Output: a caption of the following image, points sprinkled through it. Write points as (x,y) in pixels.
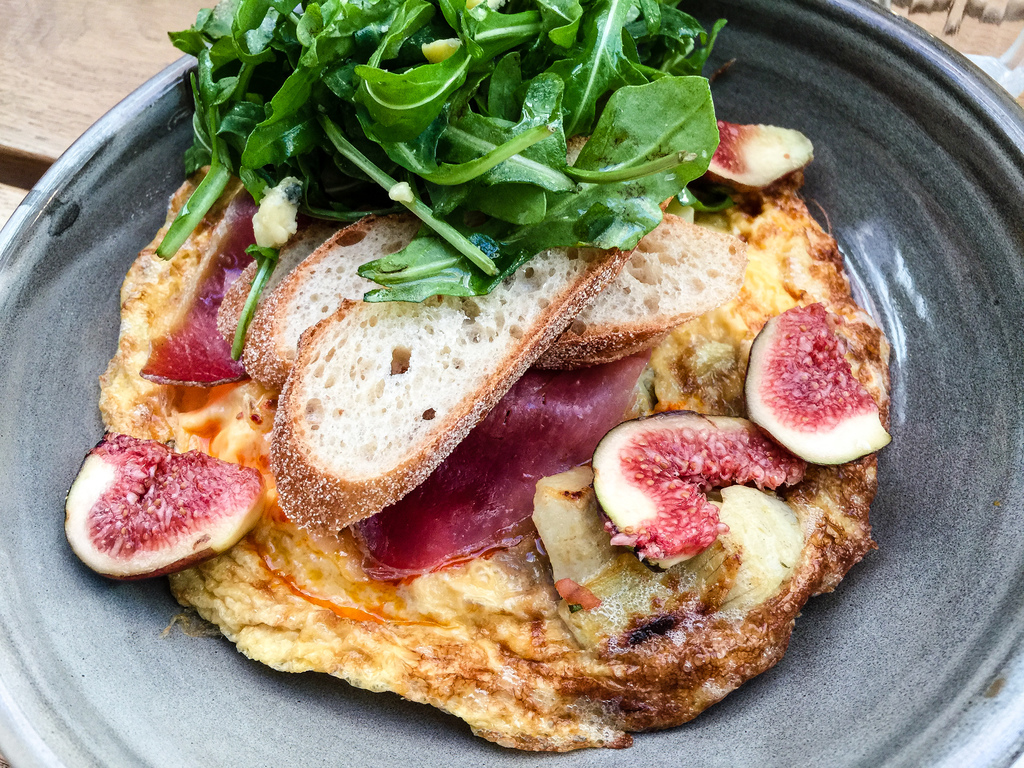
In this image there is a bowl (50,484) on the table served with so much of food (554,538).
